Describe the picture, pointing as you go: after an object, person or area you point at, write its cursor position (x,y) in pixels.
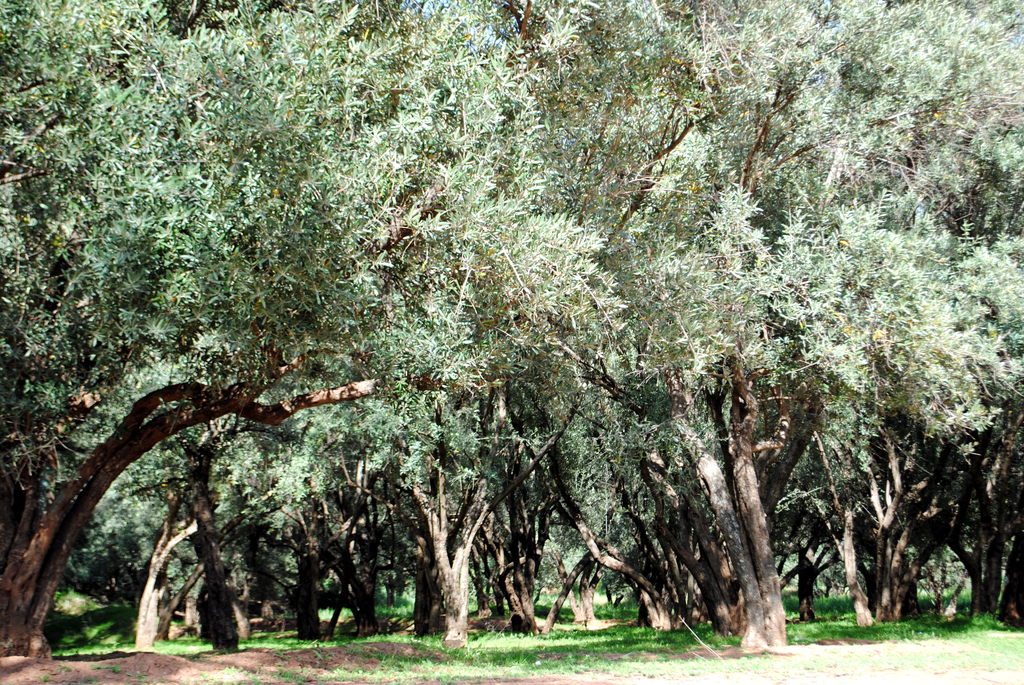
In this image I can see grass ground (595,626) and number of trees (535,188).
